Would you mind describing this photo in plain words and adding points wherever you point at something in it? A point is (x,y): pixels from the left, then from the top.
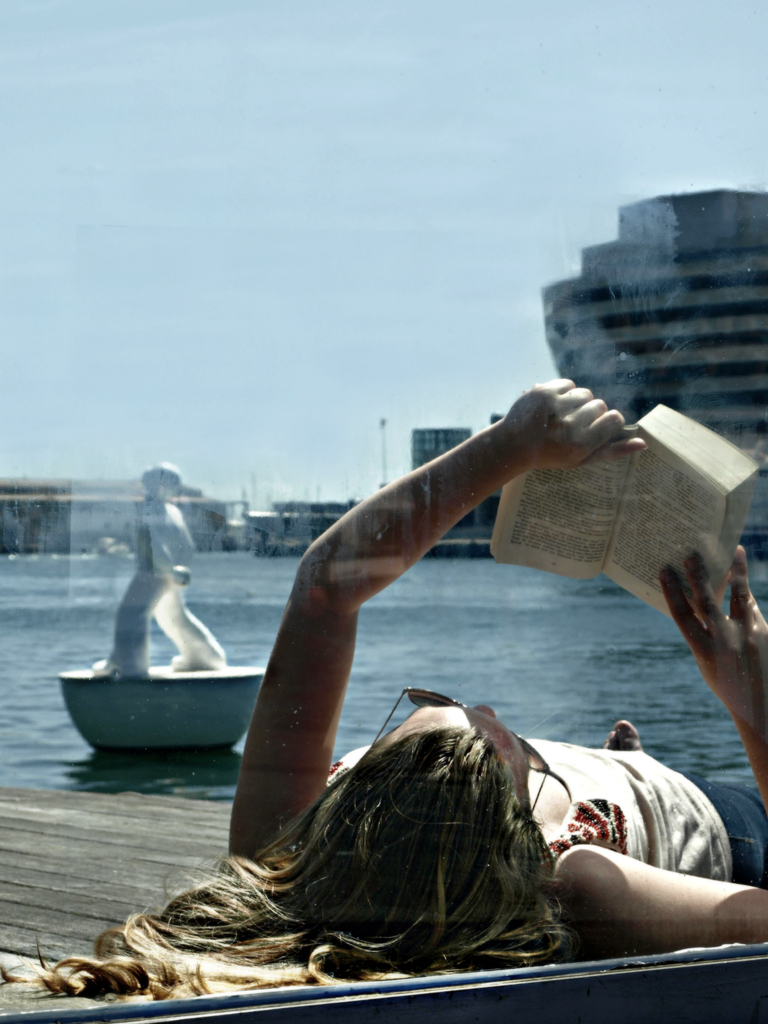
In the front of the image (504,972) I can see a woman (344,844) is laying on the surface (225,849) and holding a book (549,474). In the background (705,334) there is water (255,609), statue (171,535), buildings (200,529), pole (383,427) and cloudy sky (404,324).
